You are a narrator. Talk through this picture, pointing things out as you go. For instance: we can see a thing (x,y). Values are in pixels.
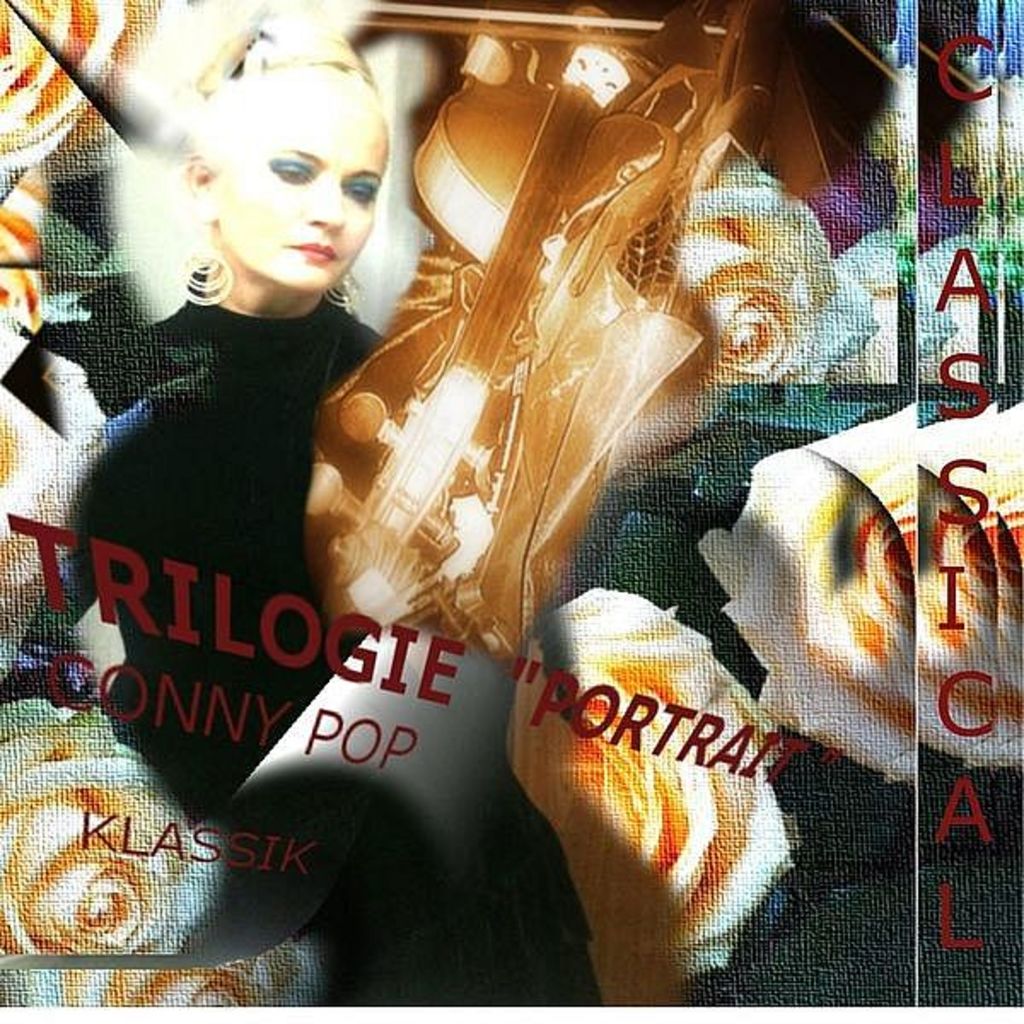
In the picture I can see a person (324,319), violin (390,510) and there are some flowers (44,439).
